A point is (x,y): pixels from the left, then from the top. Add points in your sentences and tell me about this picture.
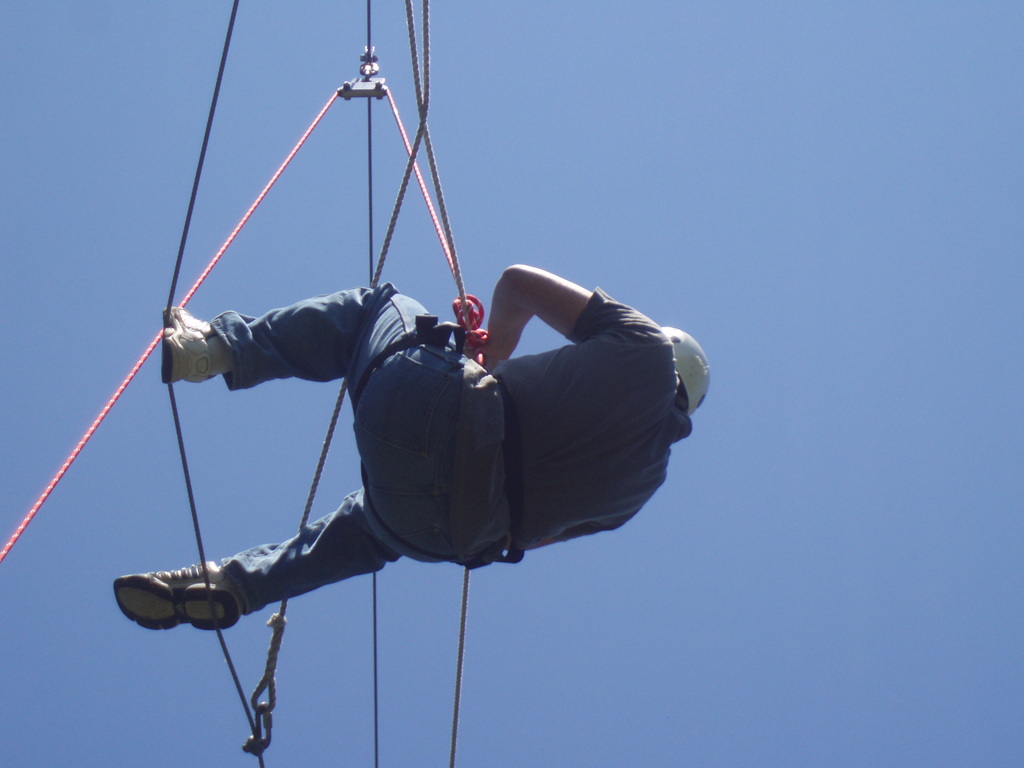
In the image there is a person (476,369) hanging to rope (396,220) in air, he had white helmet (691,386) and shoe (186,368) and above its sky (701,578).
